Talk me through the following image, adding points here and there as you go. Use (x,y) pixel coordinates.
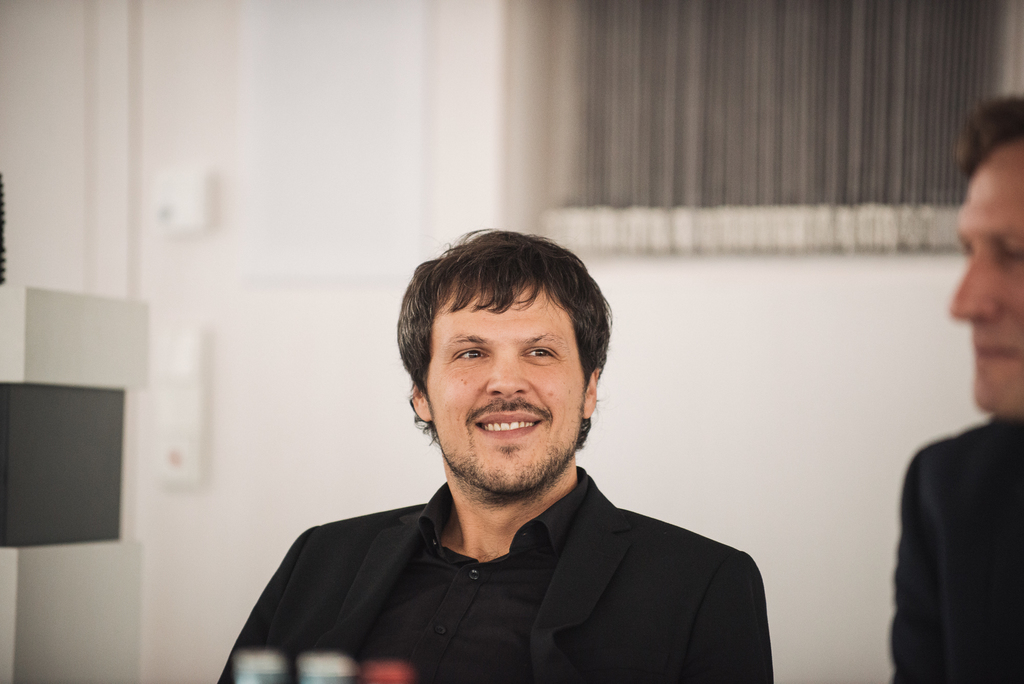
In this image in the front (493,447) there are persons (499,437). In the background (867,552) there is a wall (478,163) and there is a window (599,126) and on the wall (223,258) there are objects (190,224) which are white in colour. On the left side (44,469) there is a stack of blocks (44,470) which is white and black in colour.
